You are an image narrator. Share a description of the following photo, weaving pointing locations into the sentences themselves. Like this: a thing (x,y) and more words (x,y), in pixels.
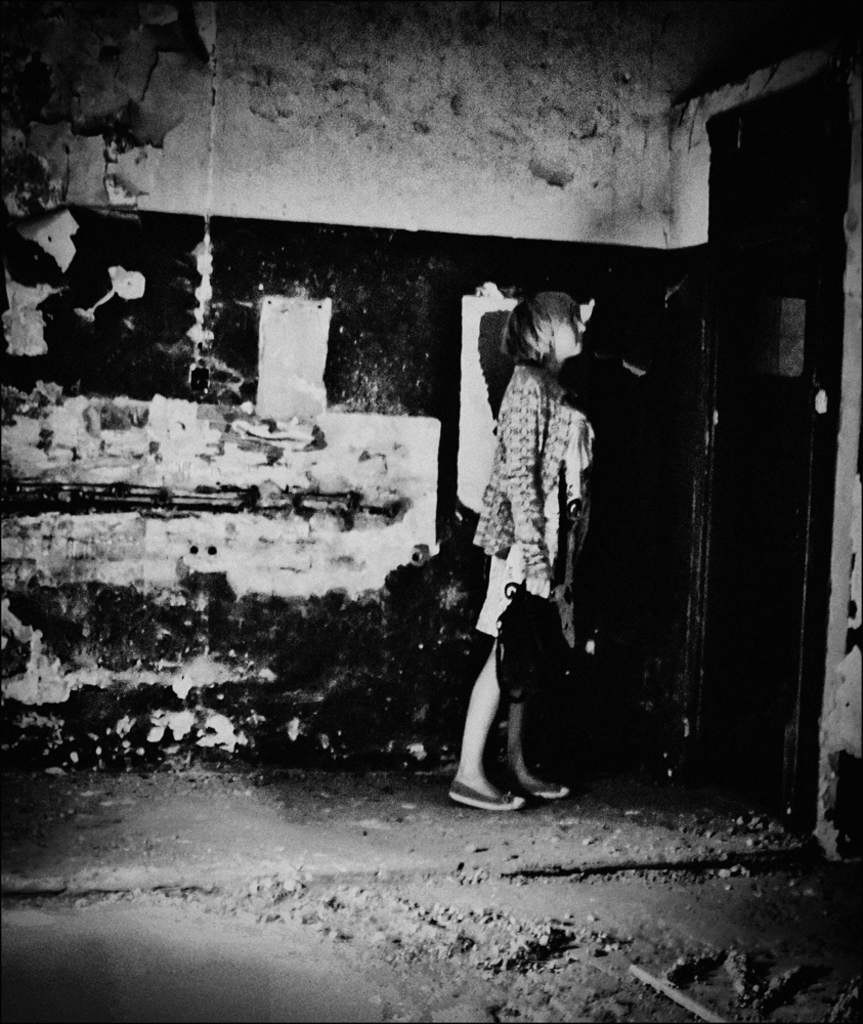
This is a black and white image, in this image there is a person (538,399) standing on a floor (388,844), in the background (171,620) there is a wall (620,173).
